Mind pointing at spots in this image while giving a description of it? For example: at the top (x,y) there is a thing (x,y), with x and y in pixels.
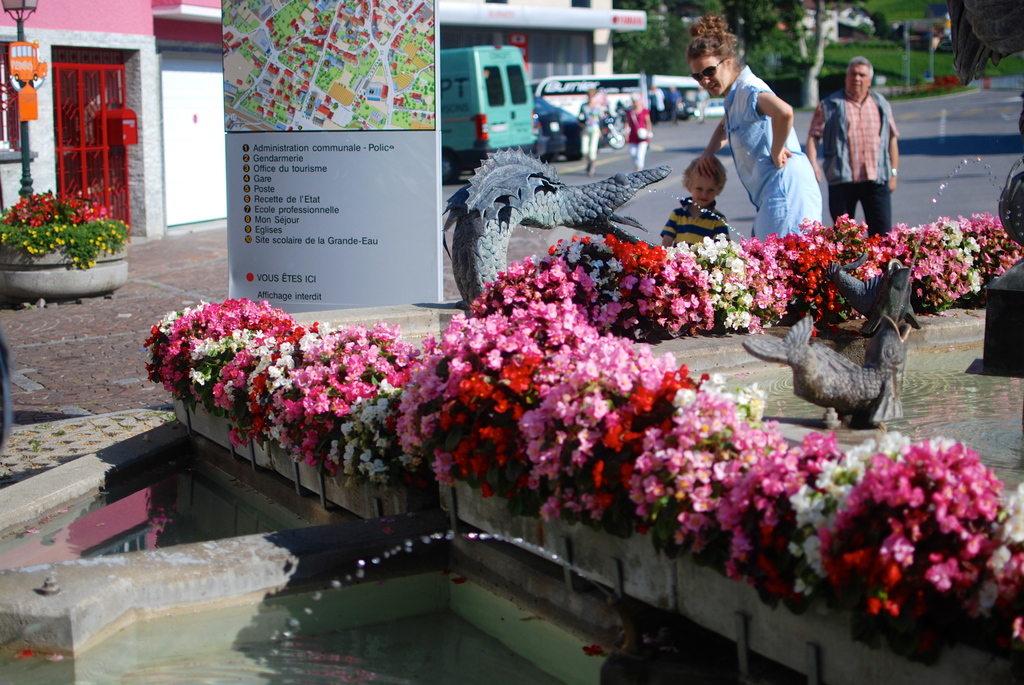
In this picture there are people (892,147) and we can see water fountains (494,558), statues (508,202), flowers (297,448), plants (582,291), boards (340,250), light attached to the pole (29,195), buildings (202,207) and post box (124,140) attached to the gate (110,94). In the background of the image (662,38) it is blurry and we can see trees (878,21), grass (892,54), road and objects (535,136).
